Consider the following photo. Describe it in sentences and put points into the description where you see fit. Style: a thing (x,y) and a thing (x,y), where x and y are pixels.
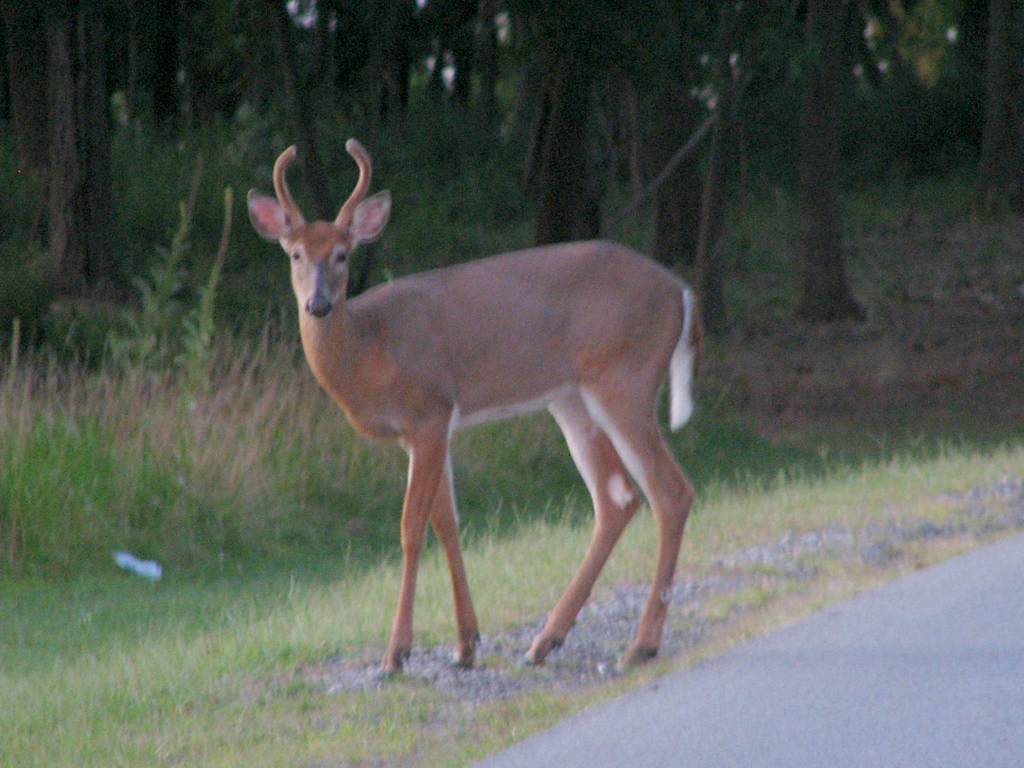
In this image in front (925,670) there is a road (871,710) and we can see a deer (596,406). At the bottom of the image (210,544) there is grass (211,556) on the surface (332,562). In the background of the image (234,117) there are trees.
